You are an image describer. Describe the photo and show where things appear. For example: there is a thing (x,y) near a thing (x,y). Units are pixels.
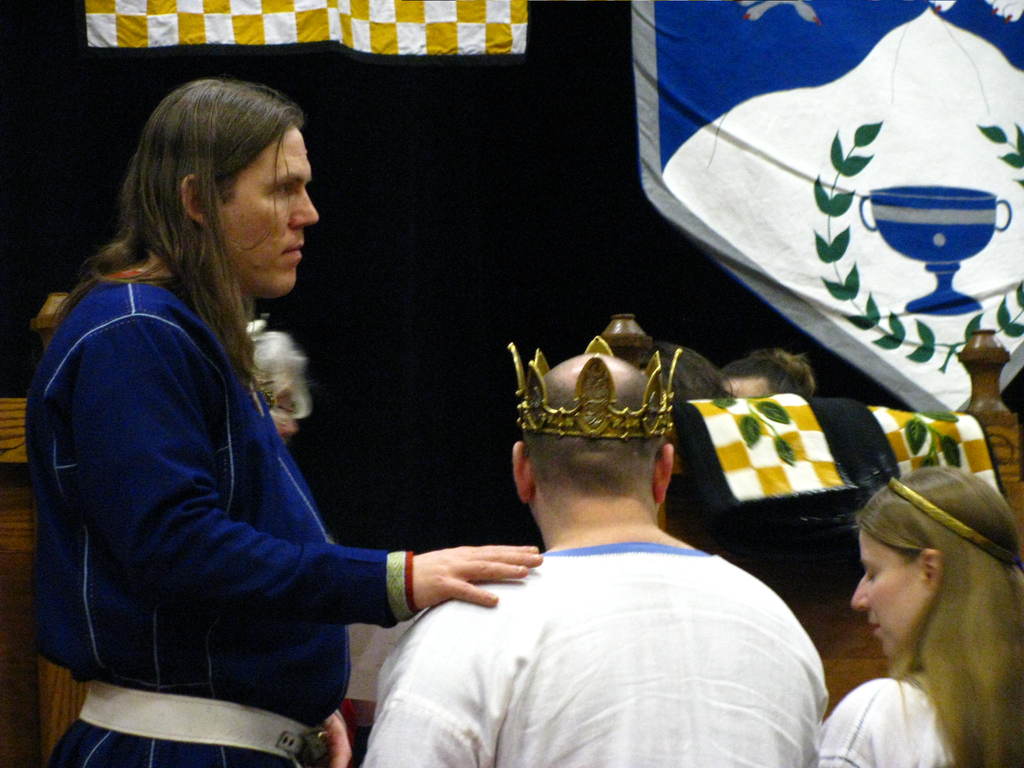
In this picture we can see some people (135,513), crown (604,350), clothes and some objects (847,631) and in the background (420,184) it is dark.
